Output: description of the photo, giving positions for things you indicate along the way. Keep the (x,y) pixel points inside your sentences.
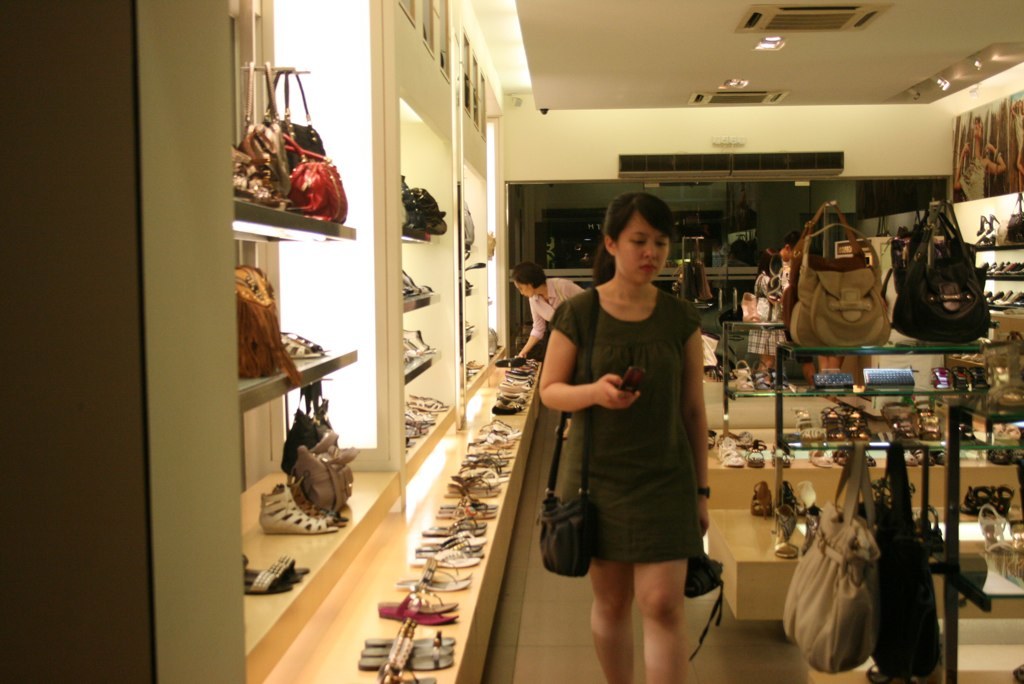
In this image, there are three people (640,282) standing. This picture was taken in a shop (747,591). I can see the handbags (875,309) hanging and the pairs of footwear (423,602) arranged in an order and kept in the racks (372,574). At the top of the image (744,101), these are the air conditioners (809,22) and ceiling lights (728,84), which are attached to the ceiling (877,37). At the top right side of the image (989,184), I can see a poster (979,150), which is attached to a wall (941,148). In the background (754,211), I can see the glass doors (720,203).
